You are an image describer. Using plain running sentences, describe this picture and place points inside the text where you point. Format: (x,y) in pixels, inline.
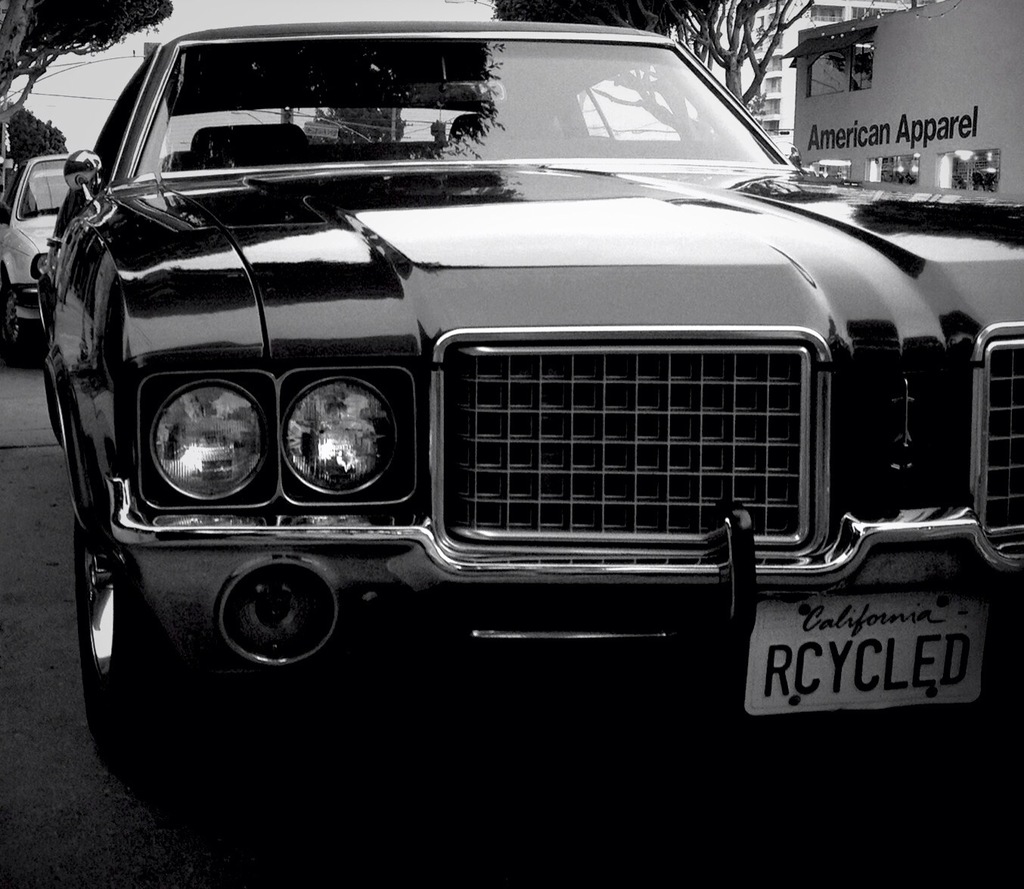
In the image there is a car (410,476) with headlights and mirror (92,201). In the background (14,283) there are cars (43,238) and there are trees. At the right corner of the image (910,60) there is a wall (952,143) with something (838,135) written on it.
